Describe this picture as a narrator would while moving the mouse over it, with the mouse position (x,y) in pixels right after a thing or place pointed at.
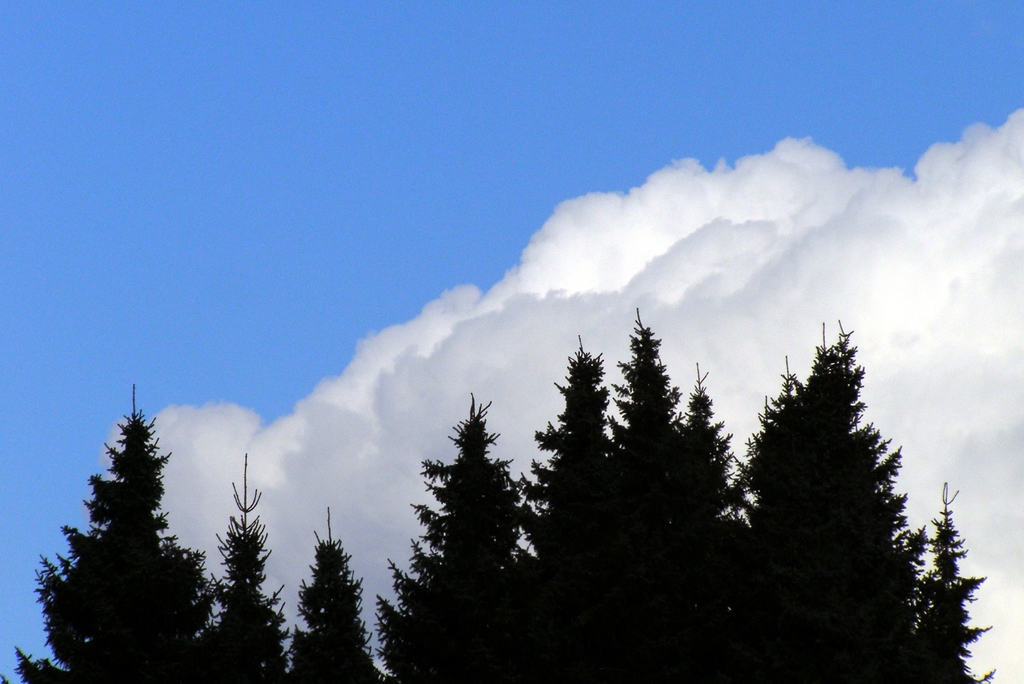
At the bottom of the image (155,489) there are some trees (183,669). At the top of the image (804,23) there are some clouds (1005,376) in the sky (91,49).
